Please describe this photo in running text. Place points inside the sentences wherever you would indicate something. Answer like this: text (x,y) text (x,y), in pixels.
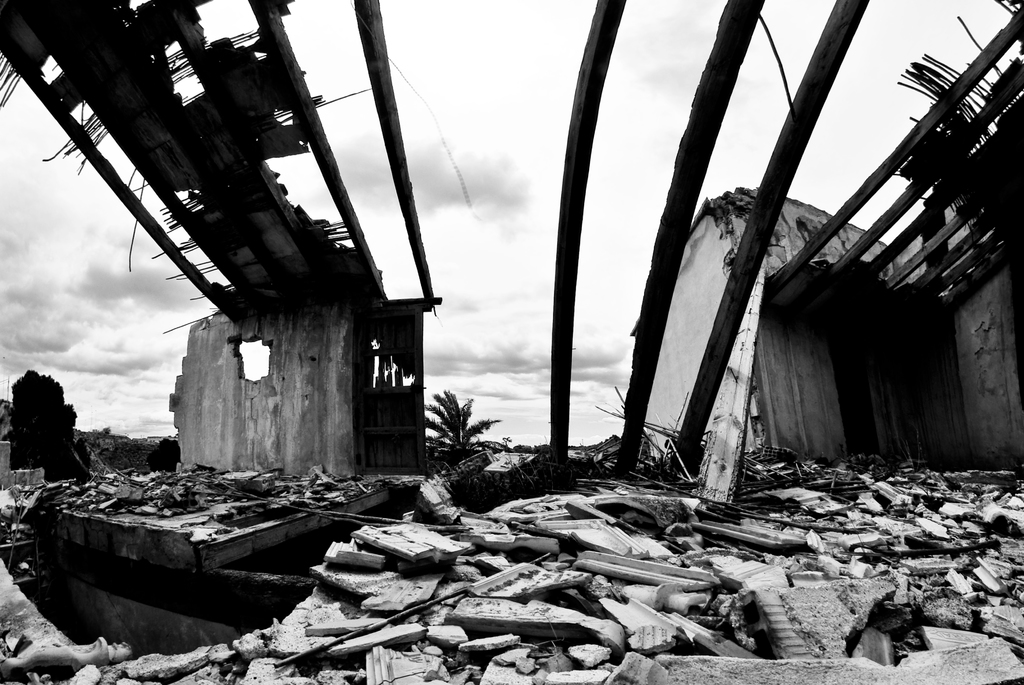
This is a black and white picture of a collapsed building (115,41), and in the background (499,391) there is sky (468,174).
